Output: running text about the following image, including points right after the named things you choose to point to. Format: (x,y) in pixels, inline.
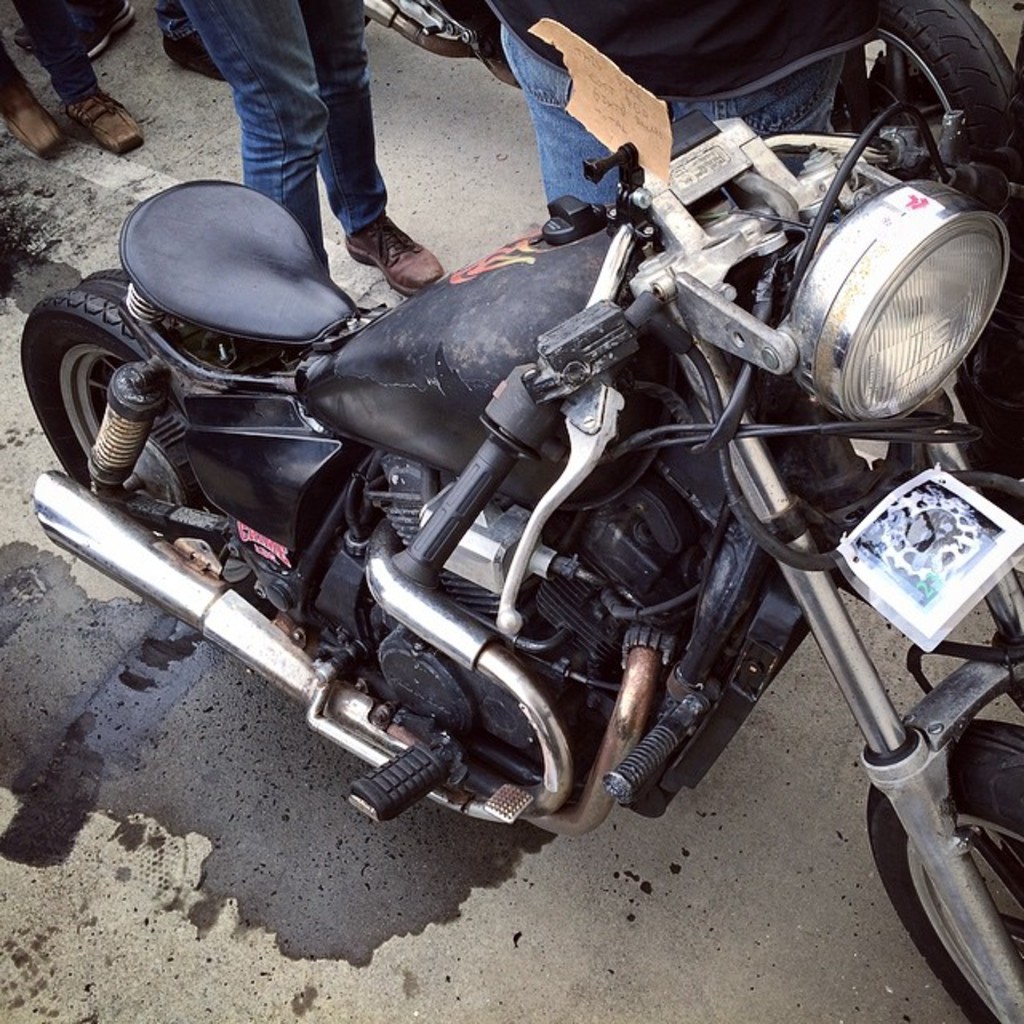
In this image we can see a motorbike (211,243). In the background (107,105) there are people (293,138). At the bottom (380,909) there is a road (519,926).
